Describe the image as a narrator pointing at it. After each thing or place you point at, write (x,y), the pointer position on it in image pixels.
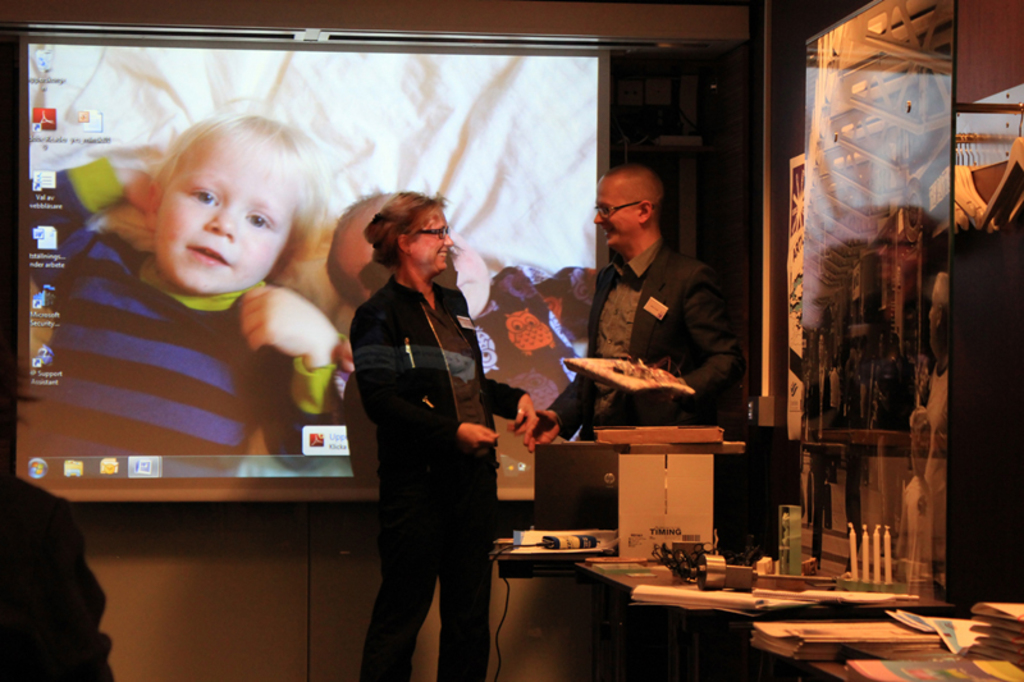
In this image on the right side (747,593) we can see books (859,646), papers (859,646), files (873,652), candles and objects (627,540) are on a platform (675,612) and we can also see a hoarding (900,244) and other objects (712,458). In the background (518,433) we can see two persons (456,492), screen (501,375), wall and other objects (664,480). On the left side (100,634) at the bottom corner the image is dark.
